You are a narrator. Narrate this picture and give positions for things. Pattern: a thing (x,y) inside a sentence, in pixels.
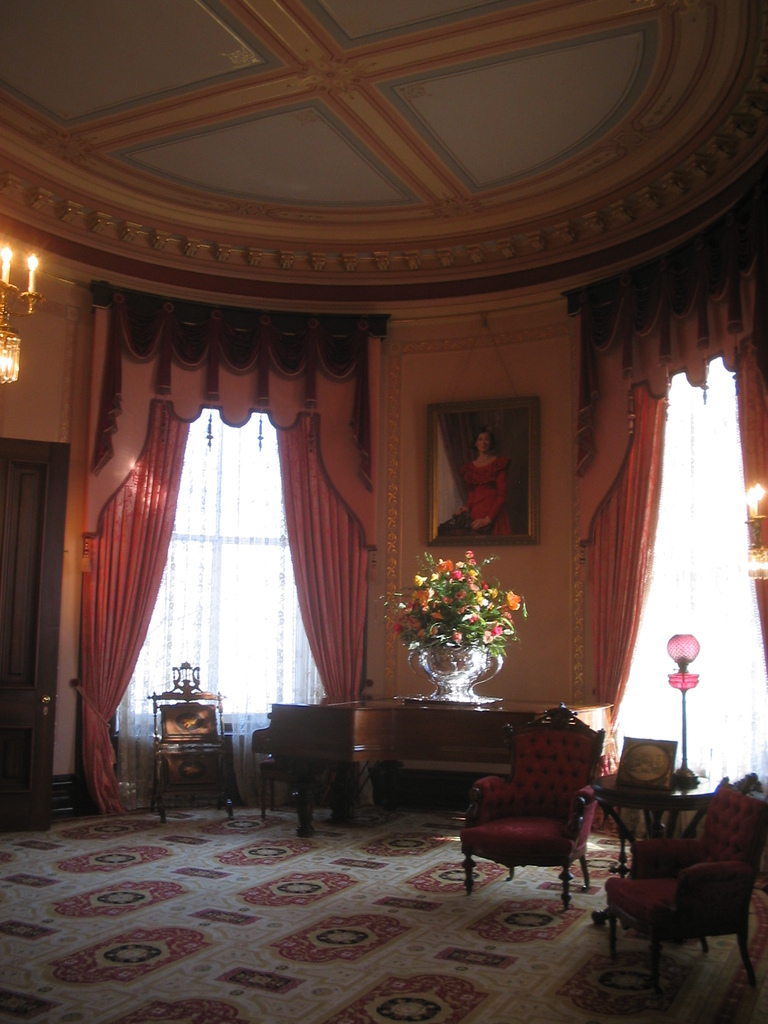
This picture is taken in a room (87,967), there is a carpet (205,1006) which is in white color, there are some chairs (660,843) which are in red color, there is a table (362,735) in the middle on that table (490,704) there is a flower box (452,674) which is in ash color, there are some curtains (136,580) which are in red color and there is a picture (437,425) in the middle (496,527) on the wall (479,555).
